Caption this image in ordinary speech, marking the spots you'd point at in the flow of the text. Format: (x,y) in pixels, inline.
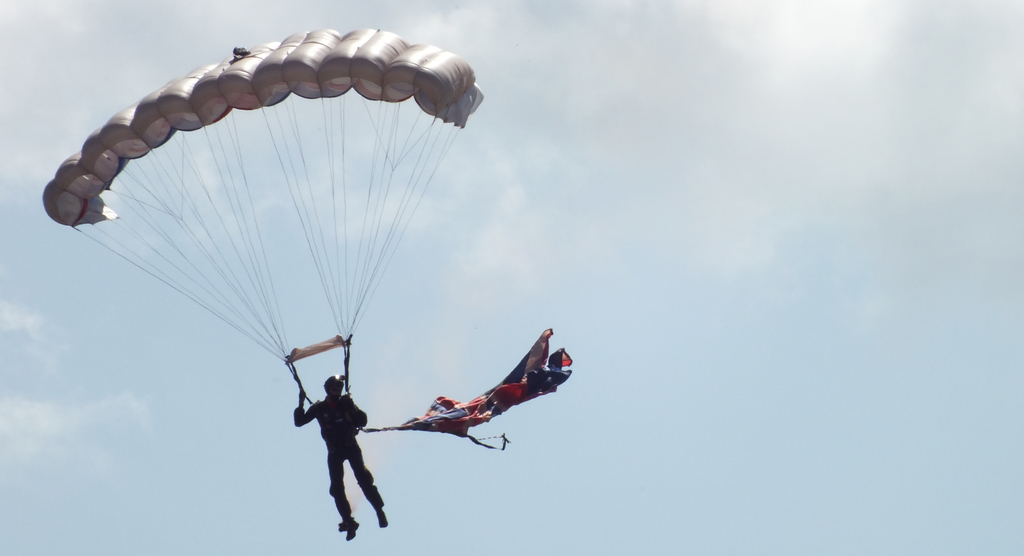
In this image I can see the person (310,417) with the parachute (101,176). Parachute (438,83) is in cream color. And I can see a colorful flag (430,427) behind him. In the background (445,243) there are clouds (564,254) and the sky (596,393).
